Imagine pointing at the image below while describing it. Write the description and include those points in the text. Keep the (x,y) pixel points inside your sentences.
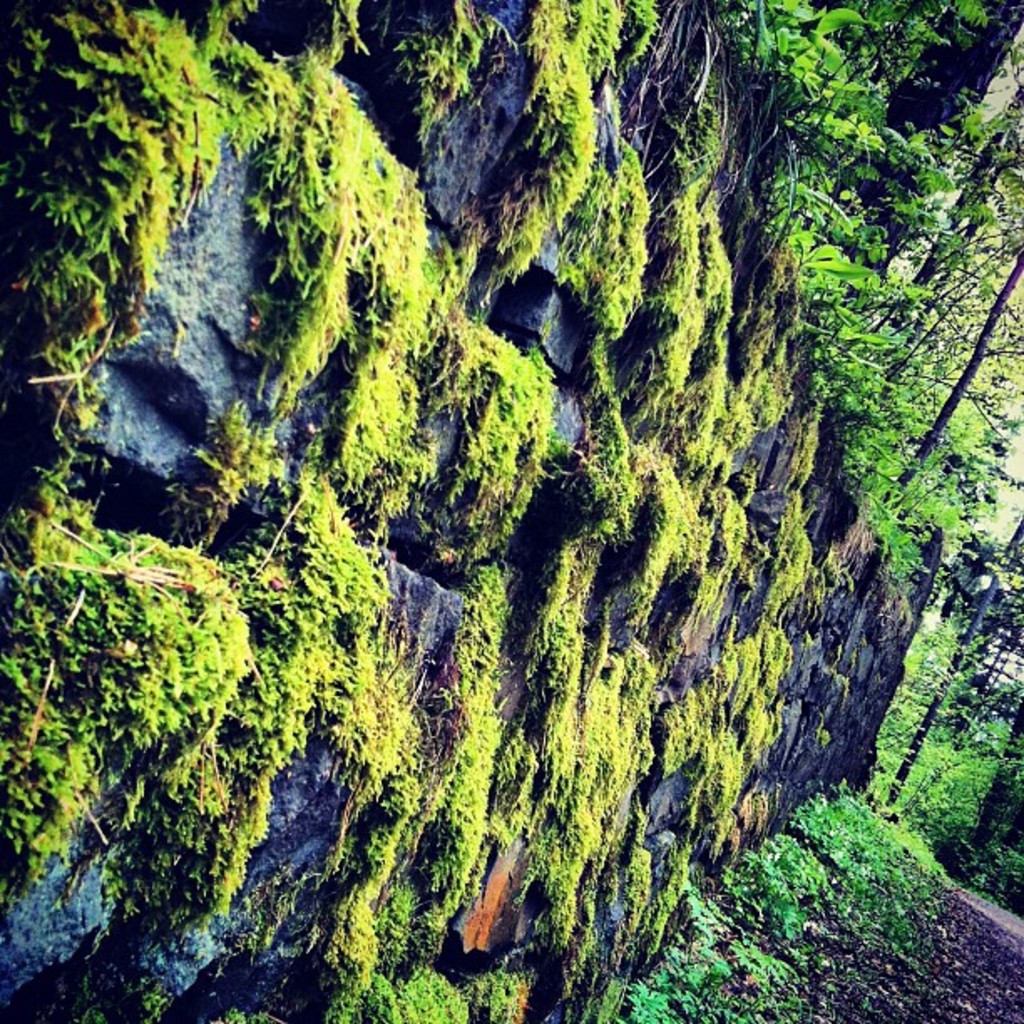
In this image we can see grass (550,424) on the wall (698,678) and we can also see trees (955,68) and plants (753,903).
